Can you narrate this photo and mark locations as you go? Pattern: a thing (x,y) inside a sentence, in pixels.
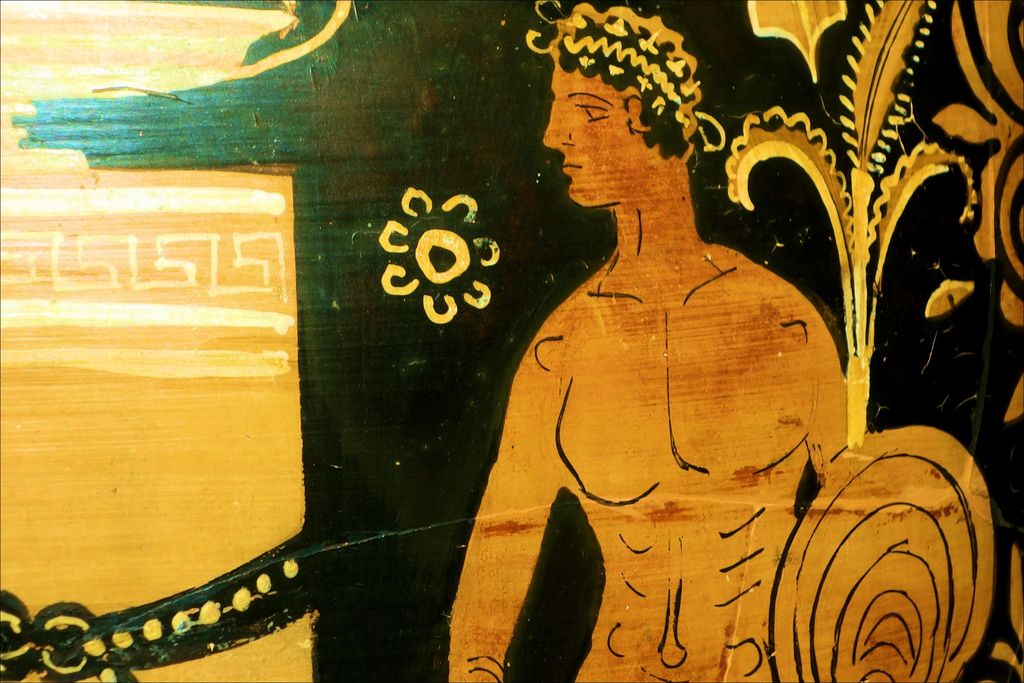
This image is a painting. There is a depiction of a person (510,437).
